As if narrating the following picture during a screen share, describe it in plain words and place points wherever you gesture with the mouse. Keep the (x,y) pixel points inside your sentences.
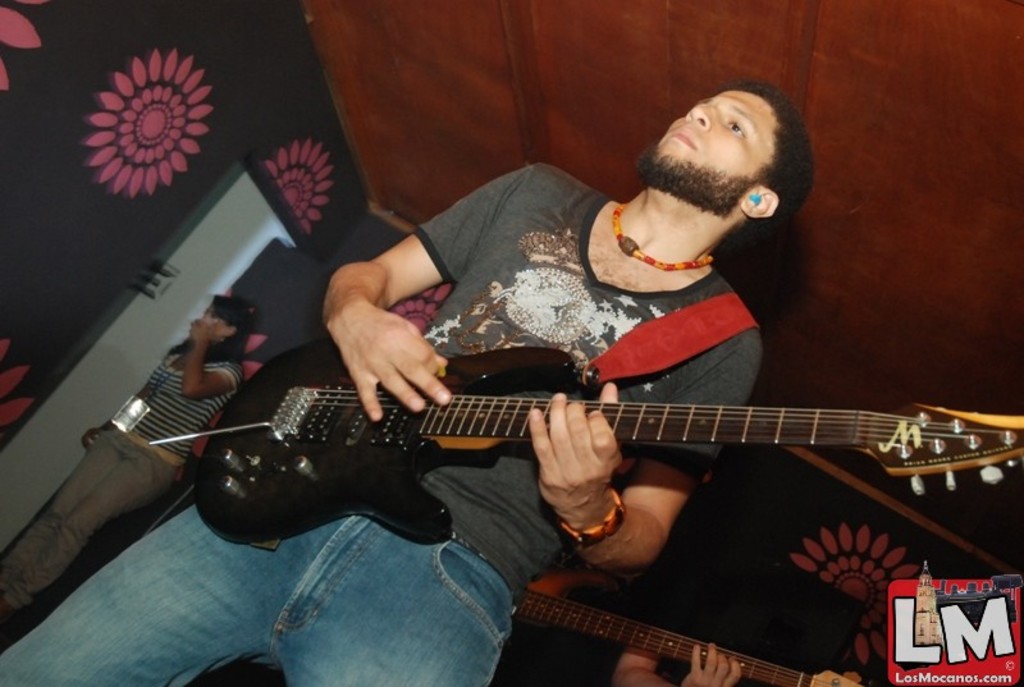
This is the picture of a person (745,382) who wore a black shirt (581,322) and blue jeans (240,560) holding a guitar (516,387) and playing it and there is a girl (220,358) who is wearing a id card (122,418) and standing near the door (164,300) and behind the wall (266,335) is in black and pink in color.
